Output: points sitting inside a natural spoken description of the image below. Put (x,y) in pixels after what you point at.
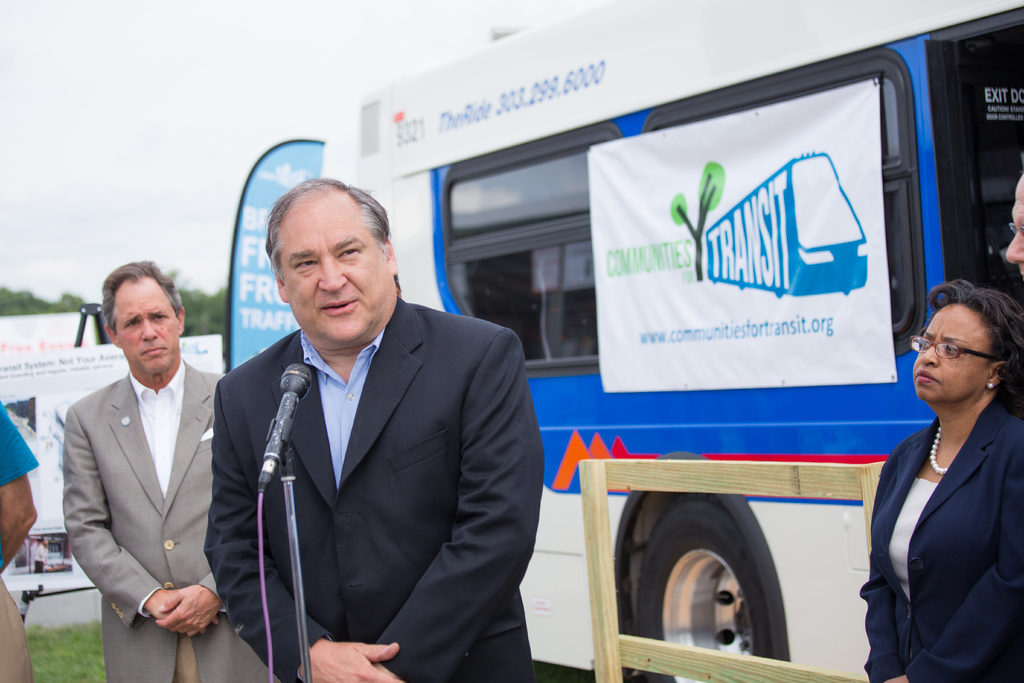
In this picture I can see a man (256,415) standing, there is a mike (270,473) with a mike stand (297,545), there are group of people (999,649) standing, there is a vehicle (996,51) and an advertisement flag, there are banners (23,342), there are trees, and in the background (64,195) there is the sky (64,195).
